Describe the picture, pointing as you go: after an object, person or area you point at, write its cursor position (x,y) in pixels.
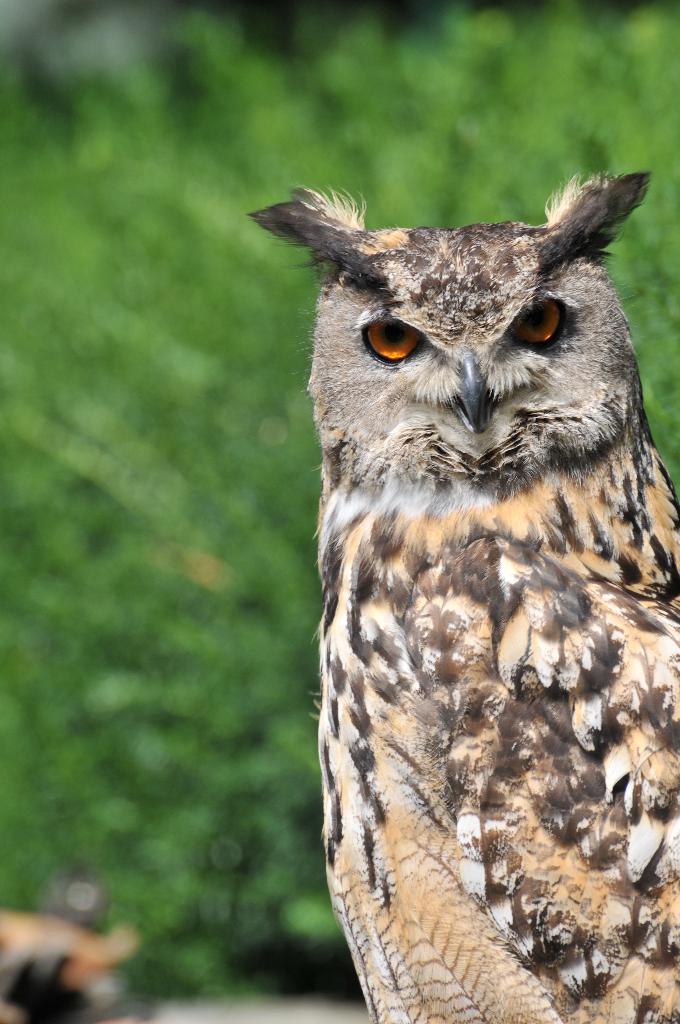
In this picture there is an owl (361,288). In the back (66,629) we can see the plants (135,419).
